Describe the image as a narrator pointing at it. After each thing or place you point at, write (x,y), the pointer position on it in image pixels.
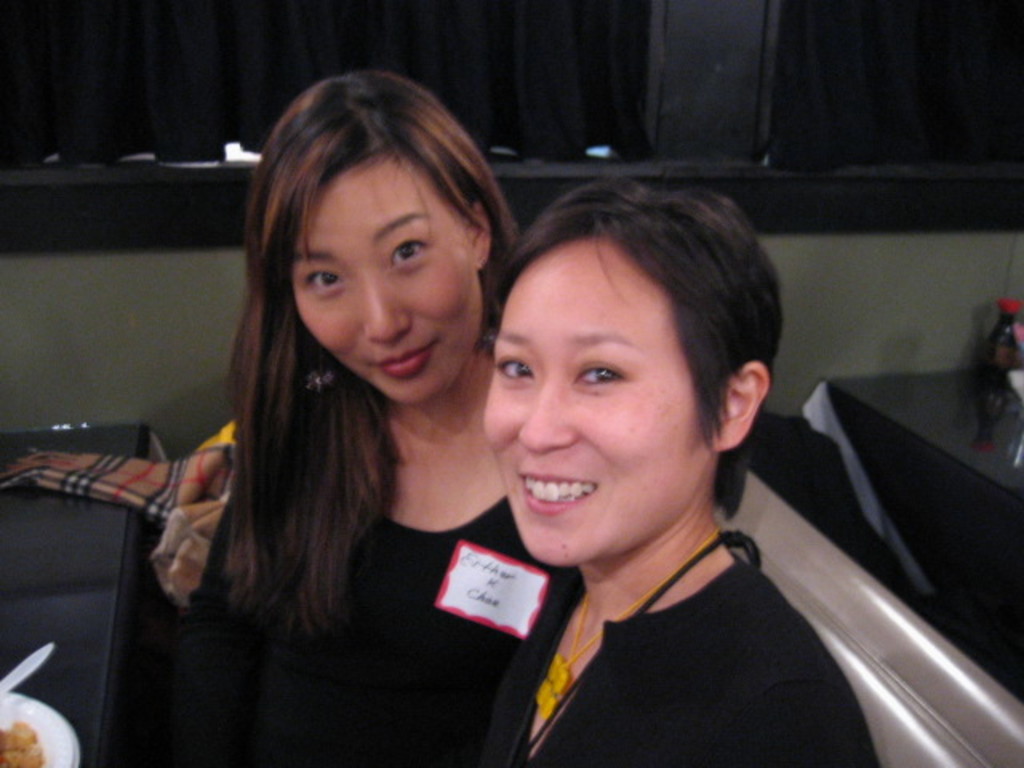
In this image we can see two ladies (274,484). There is a table (0,624) on which there is a food item (22,744) in a bowl (7,709). In the background of the image (344,56) there is a black color curtain (232,87) and wall (888,296).
